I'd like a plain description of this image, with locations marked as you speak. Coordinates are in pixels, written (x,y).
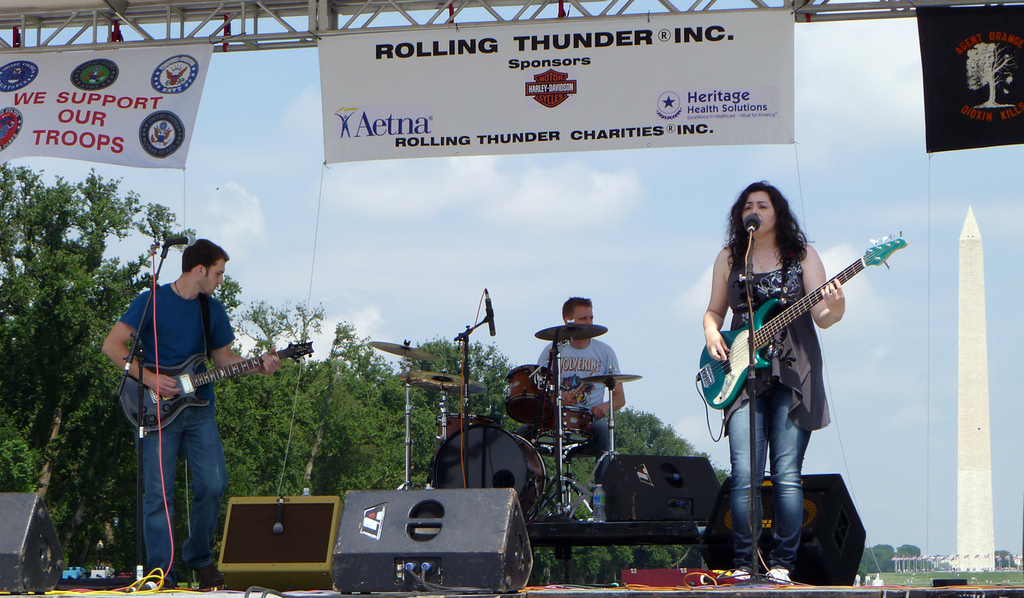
In this image i can see 2 persons (228,354) standing and holding guitar (759,326) in their hands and a person (584,302) sitting in front of musical instruments (527,375), i can see microphones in front of them. In the background (607,236) i can see trees (375,417), sky (590,233) and few banners (521,114).
